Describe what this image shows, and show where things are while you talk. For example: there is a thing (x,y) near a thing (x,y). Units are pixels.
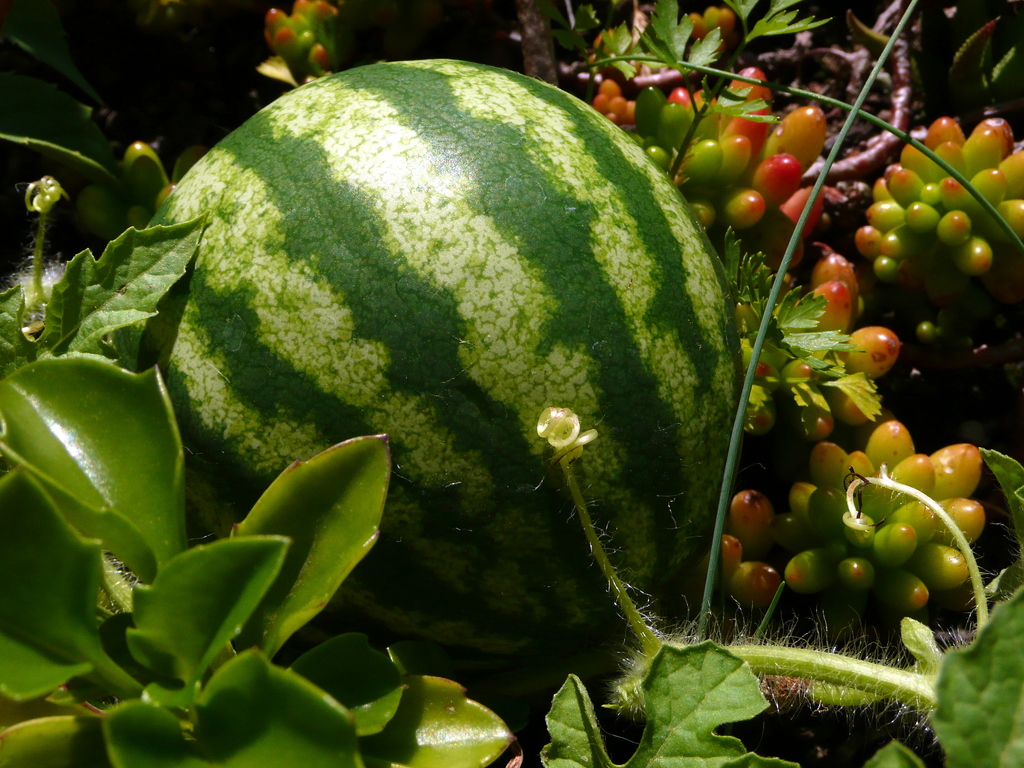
In this picture we can see fruits (345,309) and leaves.
